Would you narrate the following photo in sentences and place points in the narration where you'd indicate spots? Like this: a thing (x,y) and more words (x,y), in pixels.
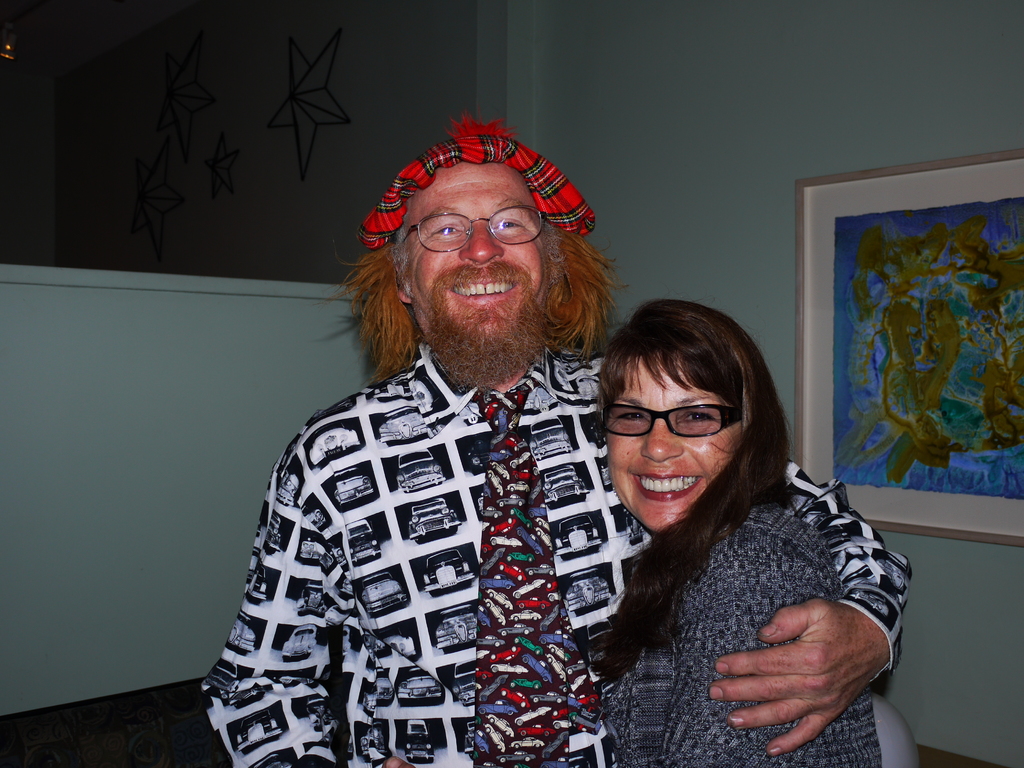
In this picture we can see a man (495,656) and a woman (640,587) are smiling, they wore spectacles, in the background (693,118) there is a wall (690,131), we can see a portrait (961,345) on the right side (958,362), on the left side (297,91) we can see wall art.
